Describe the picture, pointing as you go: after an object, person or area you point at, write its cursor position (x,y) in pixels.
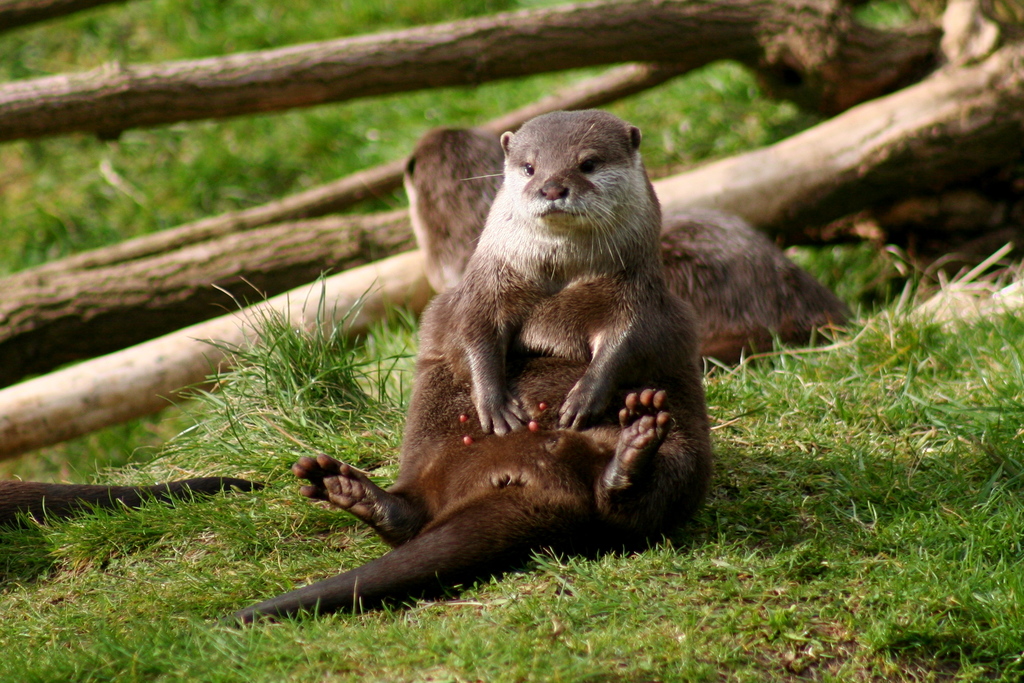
In this image we can see otters (536,498) laying on the grass (280,371). In the background (433,68) there are logs (195,74).
